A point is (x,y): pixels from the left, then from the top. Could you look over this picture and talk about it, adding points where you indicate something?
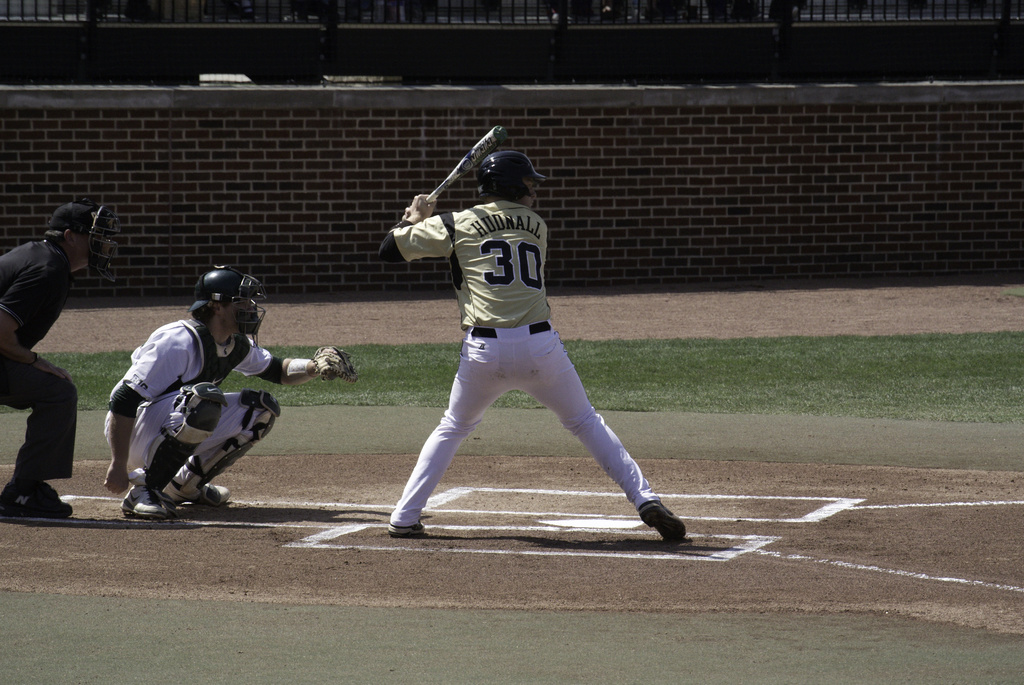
In this image there are players (146,407) playing baseball on a ground (796,322), wearing helmets (509,180), gloves (331,360), holding the bat (427,201) in hands (423,216), in the background (751,174) there is a wall (751,160).
